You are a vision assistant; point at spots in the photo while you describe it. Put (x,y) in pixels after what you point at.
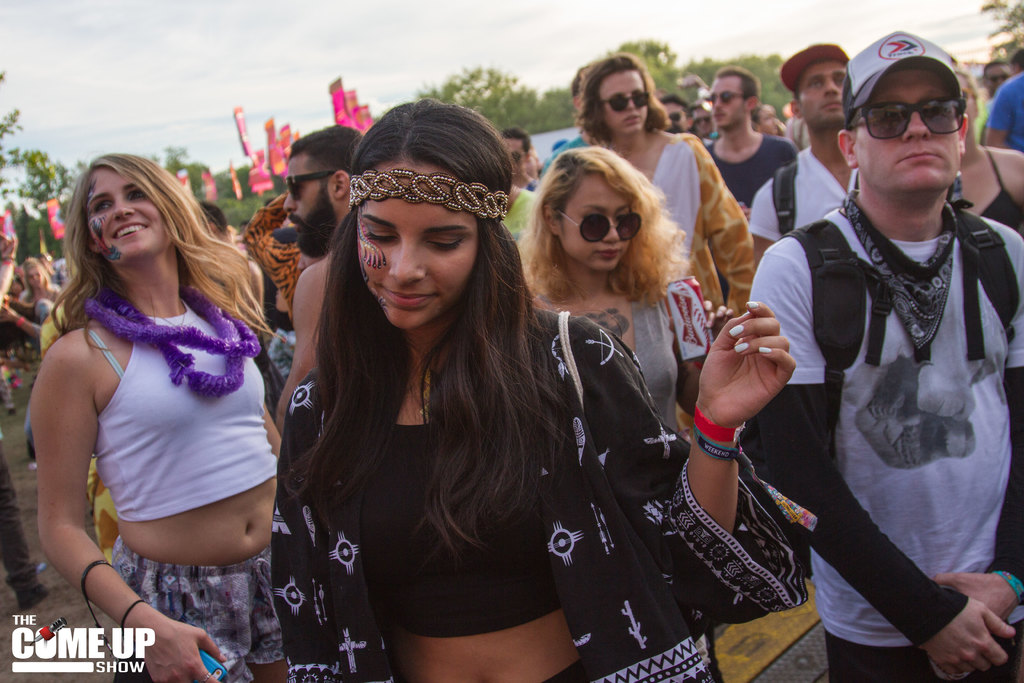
In this image there are couple of persons (518,360) are standing as we can see in middle of this image (441,317) and there are some trees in the background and there is a sky (344,55) at top of this image (331,41) and there is watermark (107,663) at bottom left corner of this image (84,646).
